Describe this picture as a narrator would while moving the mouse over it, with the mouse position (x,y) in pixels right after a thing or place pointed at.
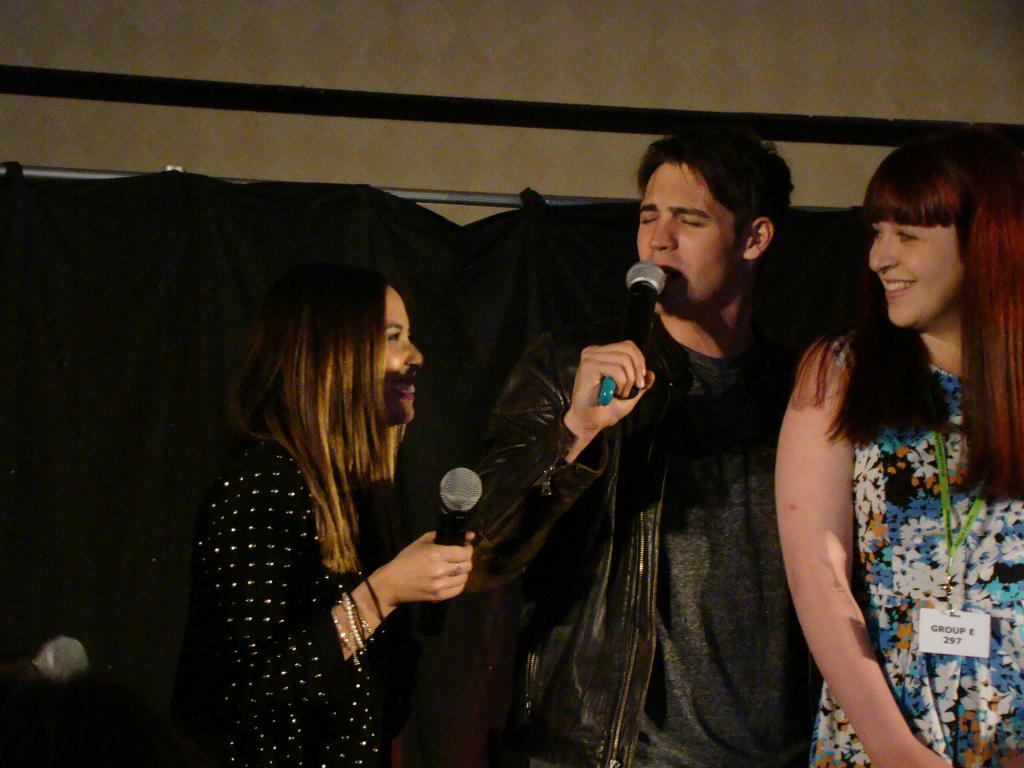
This picture shows three people (909,177) standing and two people (596,416) speaking with the help of a microphone (648,285).
